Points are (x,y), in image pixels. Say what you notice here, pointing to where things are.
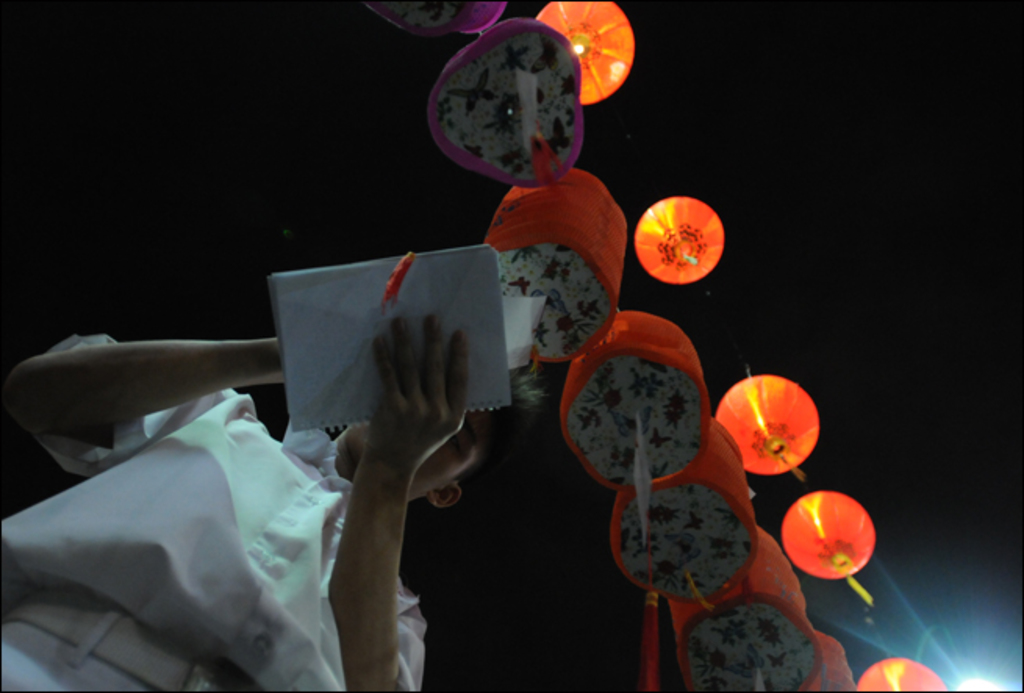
In this image I can see a person (161,354) holding a book (333,268) visible at bottom (272,629) and person (238,568) wearing a white color shirt (199,473), in the middle (645,375) I can see colorful paper lantern (693,500) and light focus (971,669) at bottom (994,673) on the right side (971,683) and background (856,196) is very dark.
